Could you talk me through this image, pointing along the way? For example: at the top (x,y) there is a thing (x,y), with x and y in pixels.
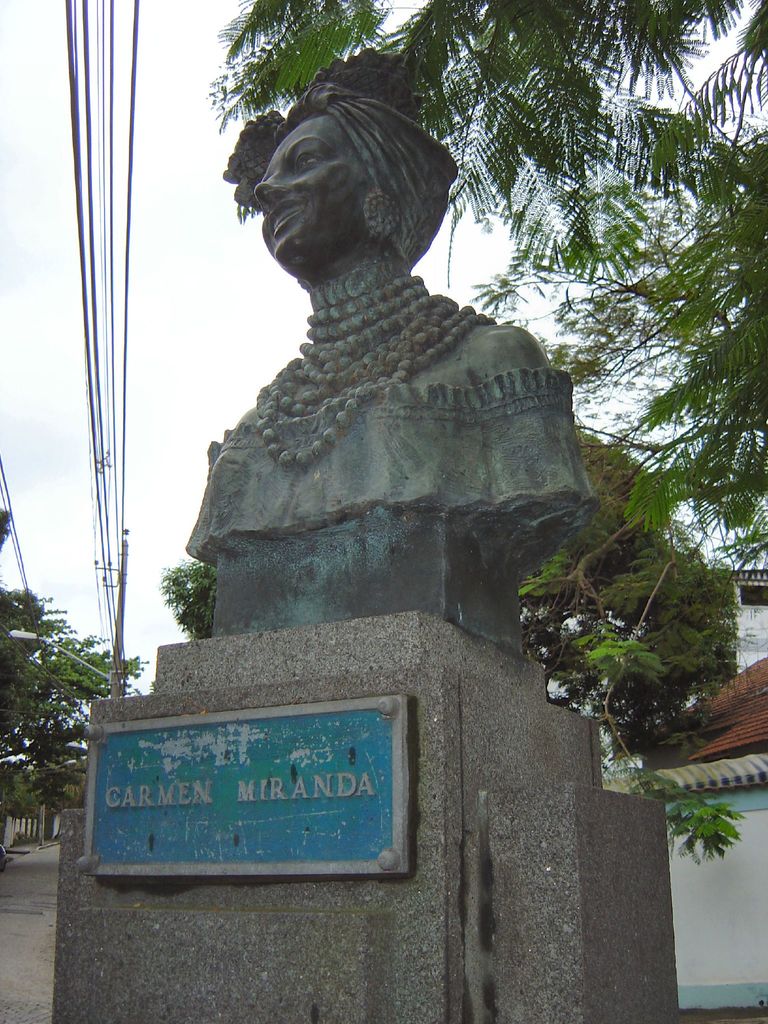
In this image, we can see the statue (313,403) of a person (448,570) and there is also some text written in silver color below the statue (457,577). There is also a pole (113,687) with some wires (120,515) passing through it and there is a road (44,895) and there are some trees (36,700) which are green in color and there is a house (721,751) at the back of the statue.
